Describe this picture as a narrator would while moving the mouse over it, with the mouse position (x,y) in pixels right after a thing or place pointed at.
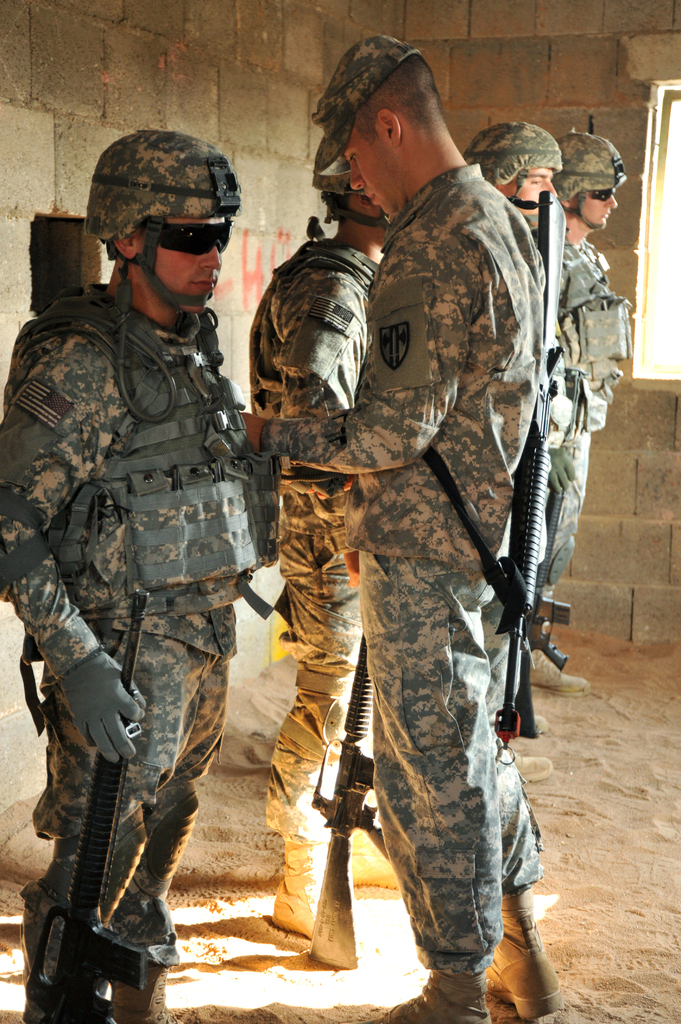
In this picture there is a person (105,534) wearing military dress (109,599) is standing and holding a gun (109,782) in his hands (110,739) and there is another person (433,426) standing in front of him and there are three persons (357,274) standing beside them and there is a brick wall (632,104) in the background (632,104).
